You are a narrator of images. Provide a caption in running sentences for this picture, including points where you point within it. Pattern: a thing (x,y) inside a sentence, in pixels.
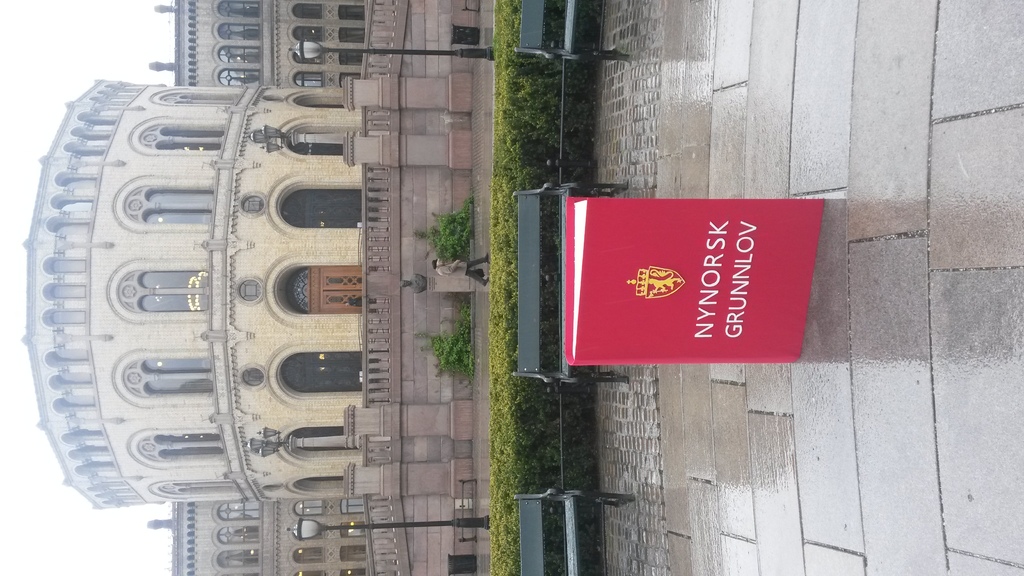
In the picture I can see a fort (320,341), fence (377,380), street lights (422,524) and some other objects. In front of the image I can see red color board (677,286) which has something written on it, benches (535,367), plants (504,396), person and some other objects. In the background (9,225) I can see the sky (7,241).
